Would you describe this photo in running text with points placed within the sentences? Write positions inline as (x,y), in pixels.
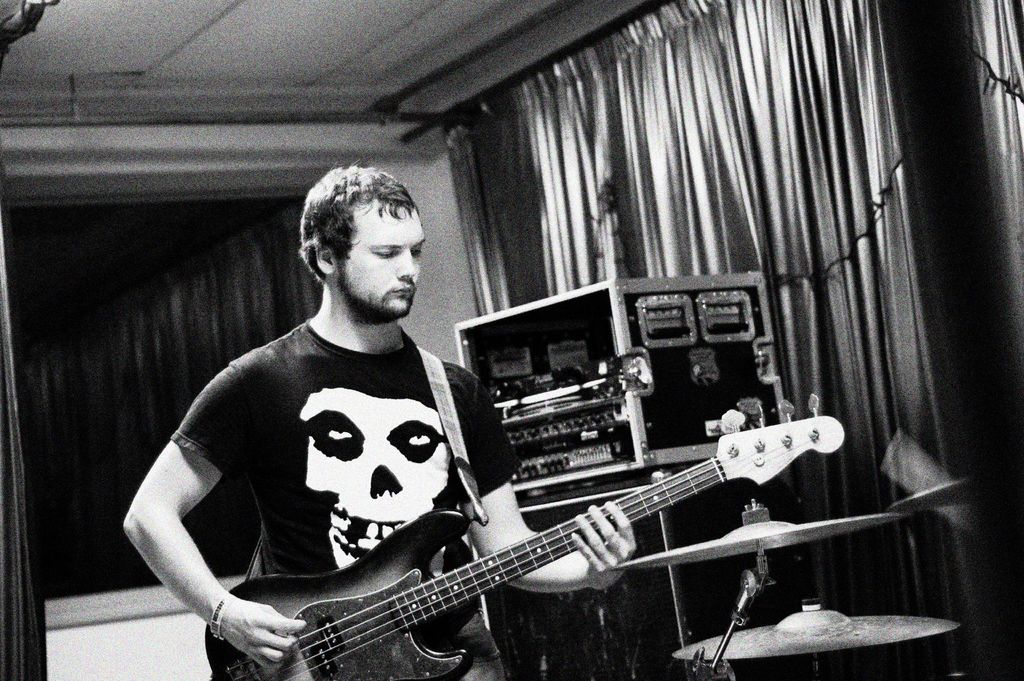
This is a black and white picture. On the background (119,412) we can see curtains (549,129). Here we can see sound devices (549,364). We can see one man (243,400) standing and playing guitar (354,622). These are cymbals (826,631), musical instrument (761,636).
